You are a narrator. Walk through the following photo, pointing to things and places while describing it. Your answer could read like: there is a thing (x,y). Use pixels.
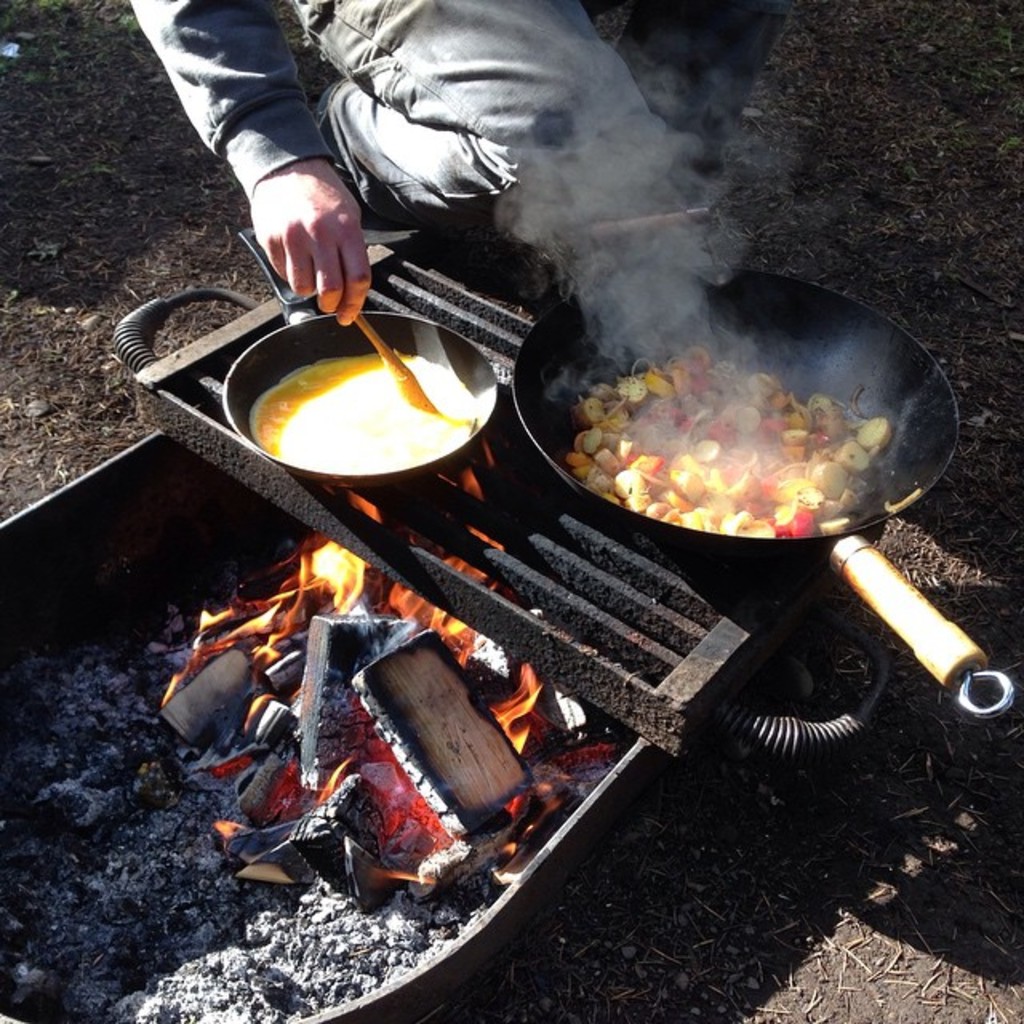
In this image at the top (498,100) there is a man (537,118), he wears a jacket (284,55), trouser (452,104), he is cooking. At the bottom (442,841) there is a grill (438,555), furnace (381,569), on them there are bowls (522,423) and some food items (585,426).
